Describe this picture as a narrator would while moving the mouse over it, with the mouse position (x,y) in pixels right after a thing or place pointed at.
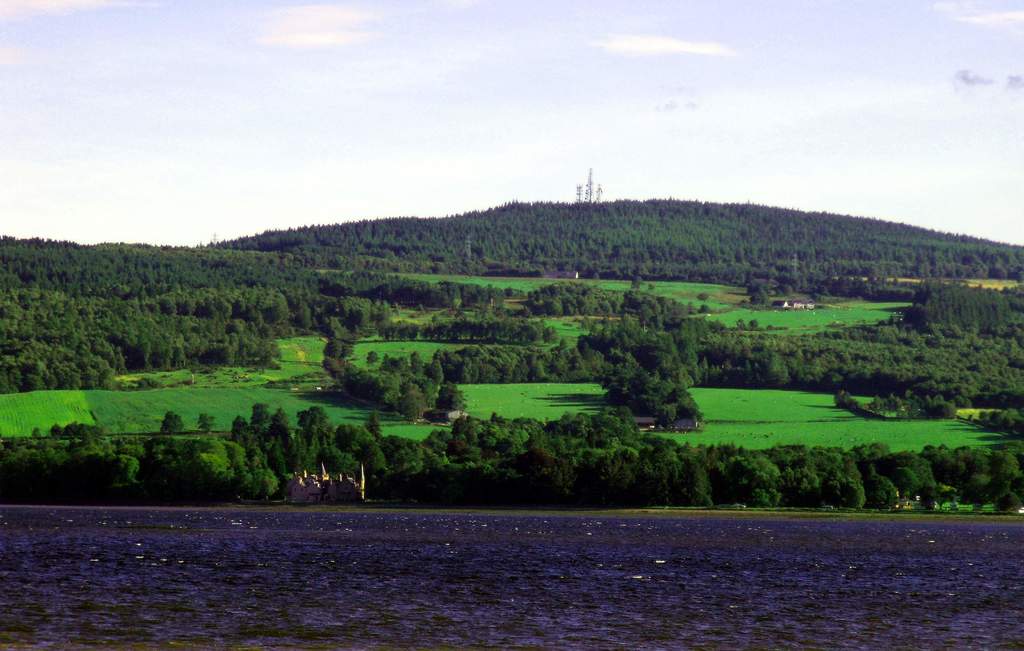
In this image we can see trees (555,235), plants (490,383), grass (756,312), house (813,302), towers (591,196), castle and water (485,563). In the background (525,131) we can see sky (459,113) and clouds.
